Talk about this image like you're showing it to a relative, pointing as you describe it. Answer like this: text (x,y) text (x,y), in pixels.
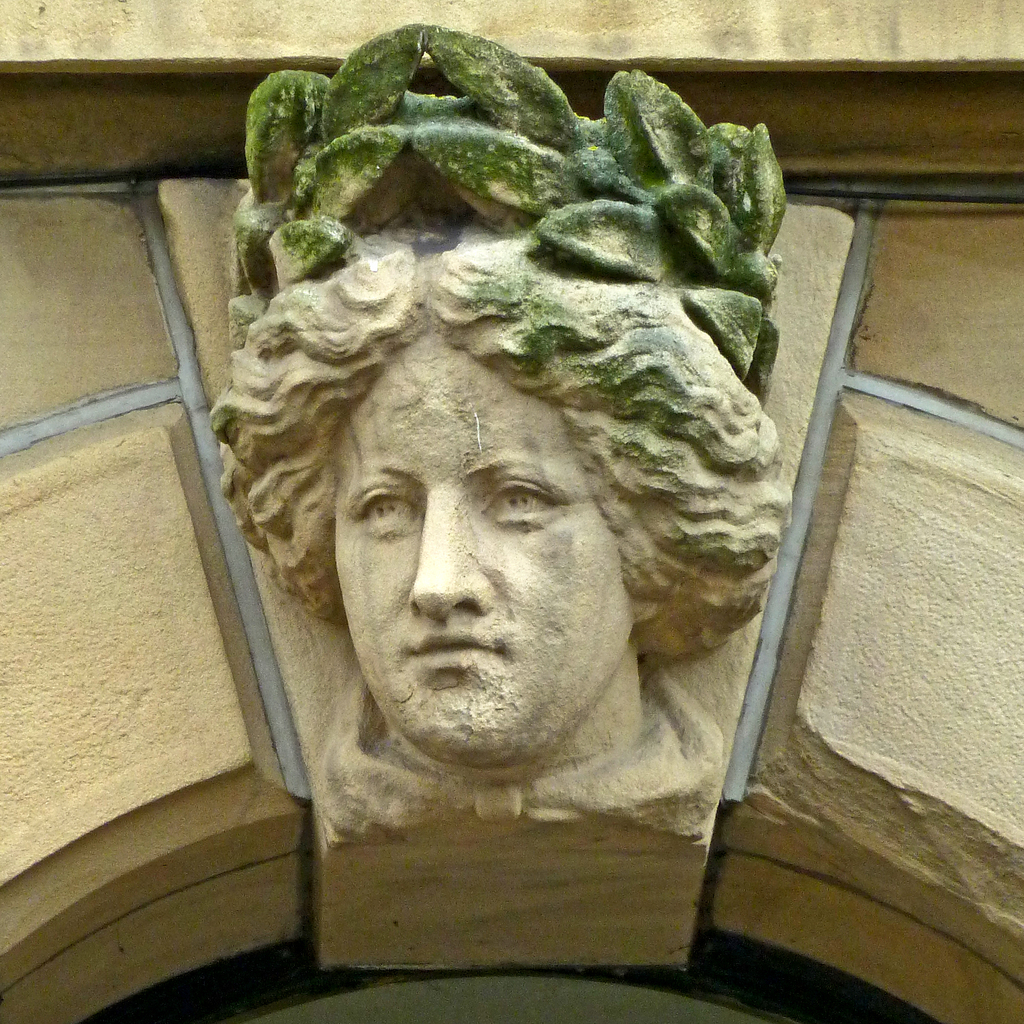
In this picture there is a statue (327,274) of a lady (626,364) in the center of the image (581,524).
